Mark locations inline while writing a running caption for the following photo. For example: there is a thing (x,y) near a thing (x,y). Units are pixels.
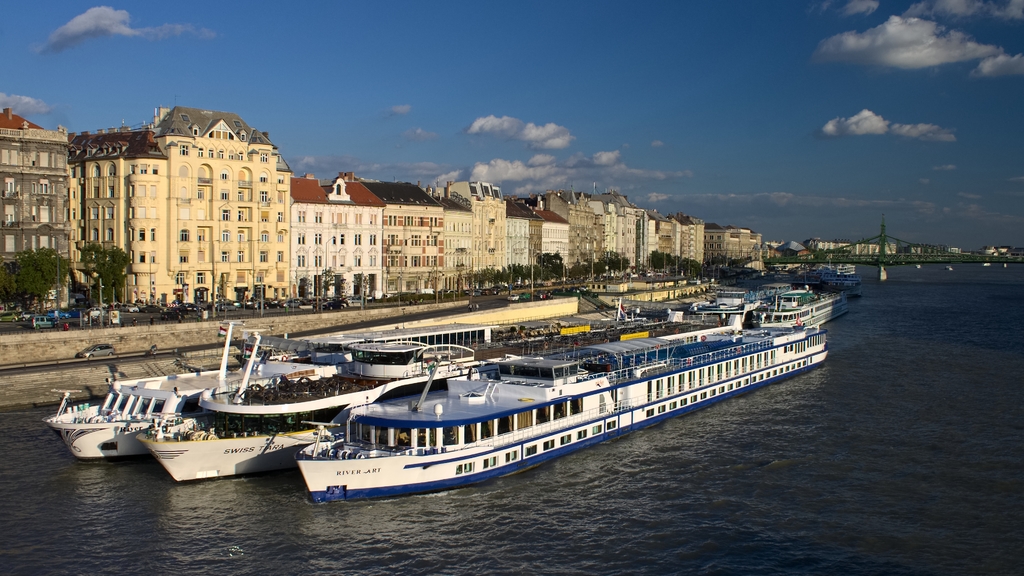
In the picture I can see some ships (459,426) which are moored on water (609,534), there are some vehicles (326,305) moving on road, there are buildings (26,157), on right side of the picture (883,251) there is bridge (883,251) and top of the picture (530,113) there is sky (494,100) with clouds (475,164).
